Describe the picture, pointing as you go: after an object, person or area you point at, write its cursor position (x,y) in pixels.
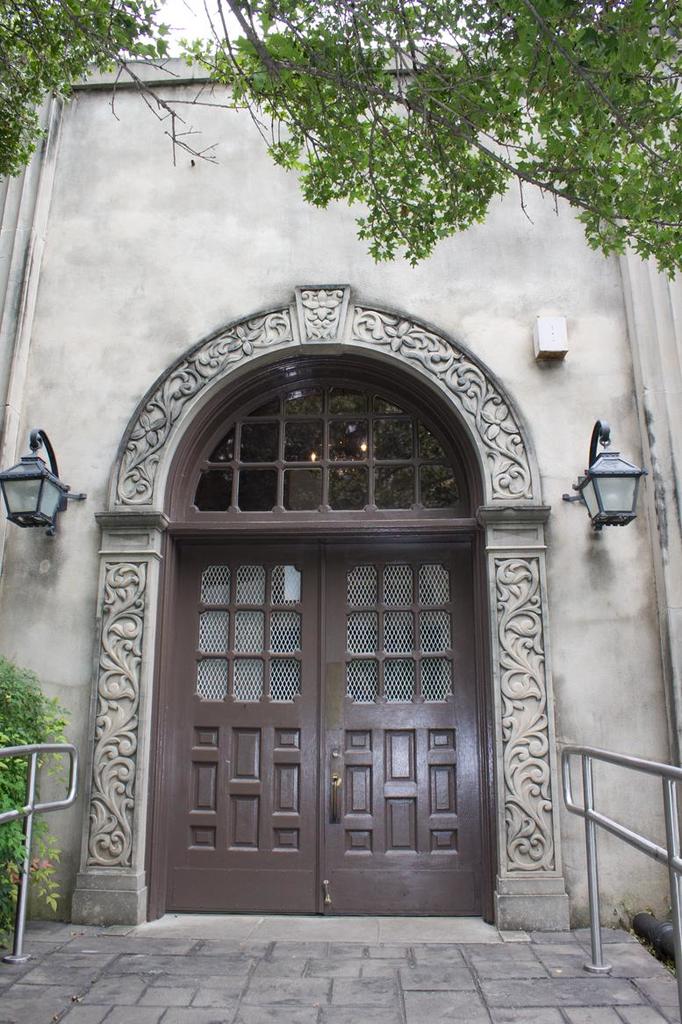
In this image in the front (41,813) there are railings (673,908). In the background (215,465) there is a door (192,607) and there is a wall (302,249) and on the wall (310,264) there are light lamps (35,488). On the left side (11,740) there are leaves (30,725). On the top of the image (274,62) there are trees (318,84) and the sky (239,34) is cloudy.
